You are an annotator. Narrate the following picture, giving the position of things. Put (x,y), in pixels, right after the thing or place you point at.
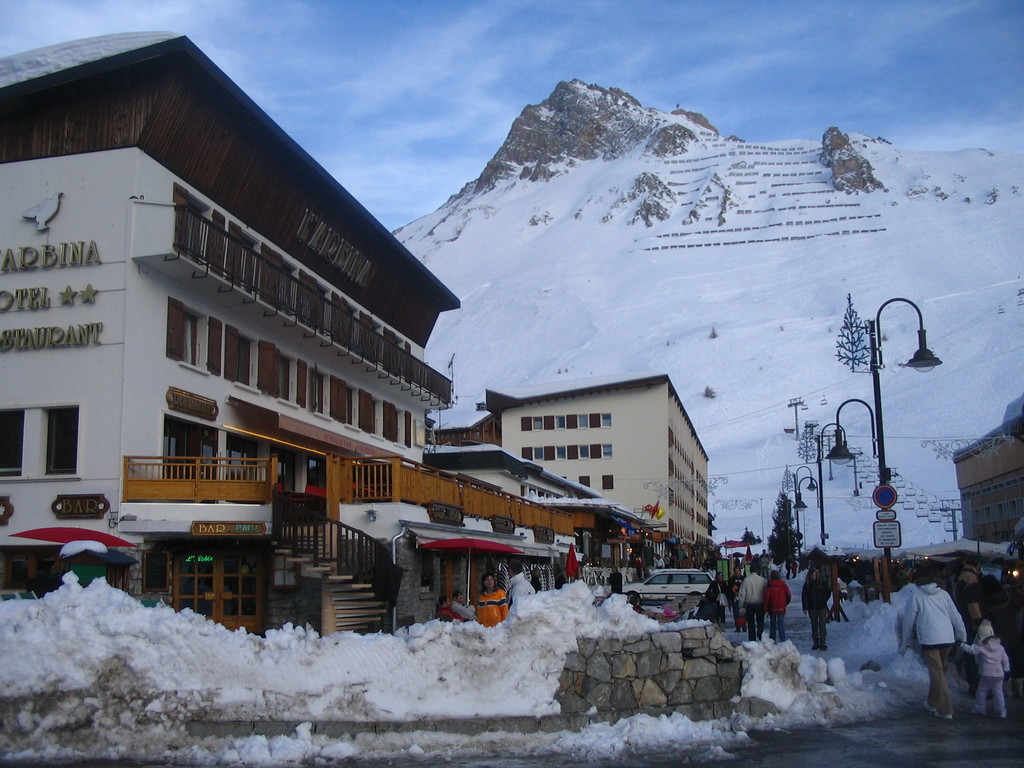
At the bottom of this image (326,679) I can see the snow (361,681) on the ground (471,752). On the right side (826,618) there are few people (803,601) walking and there are many light poles (879,416) and also there is a car (654,582). On the left side (105,407) there are few buildings (266,415). In the background (706,235) there is a mountain (635,213). At the top of the image (438,44) I can see the sky (465,52) and clouds (465,59).
